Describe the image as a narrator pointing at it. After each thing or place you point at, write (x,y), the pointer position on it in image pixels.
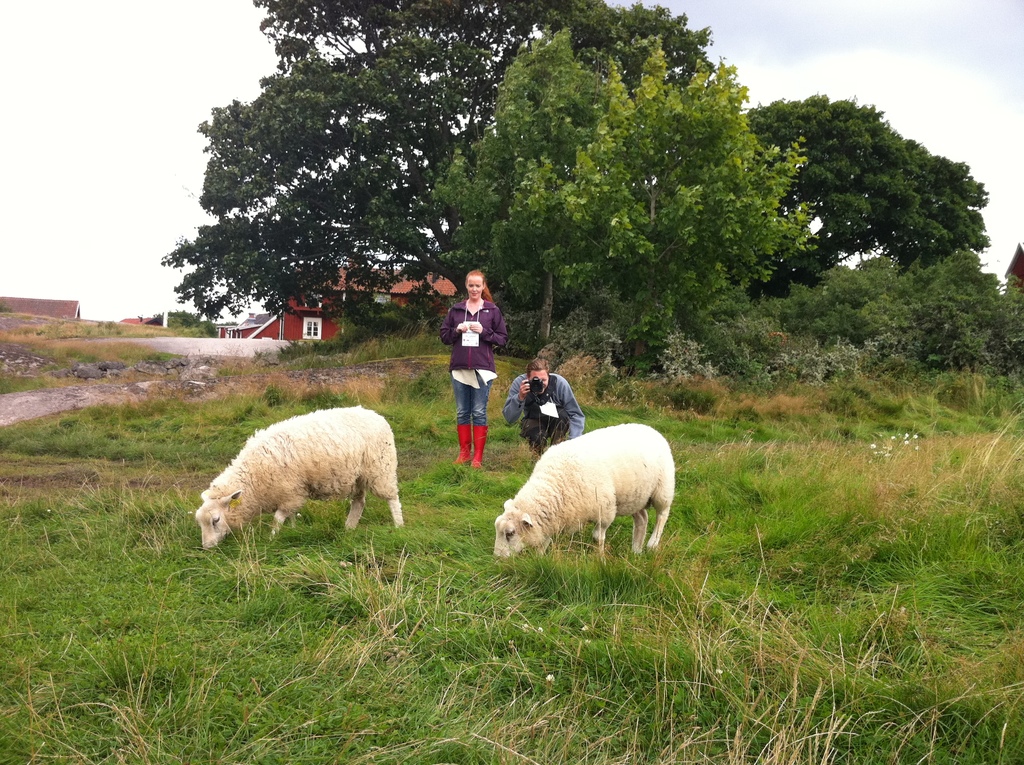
In this image there are two sheep's (616,501) standing and eating grass (519,436), there is a person (556,422) in a squat position holding a camera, a person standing beside him, and in the background (441,343) there are plants (353,324), trees (558,276), houses (289,329), sky (193,192).
